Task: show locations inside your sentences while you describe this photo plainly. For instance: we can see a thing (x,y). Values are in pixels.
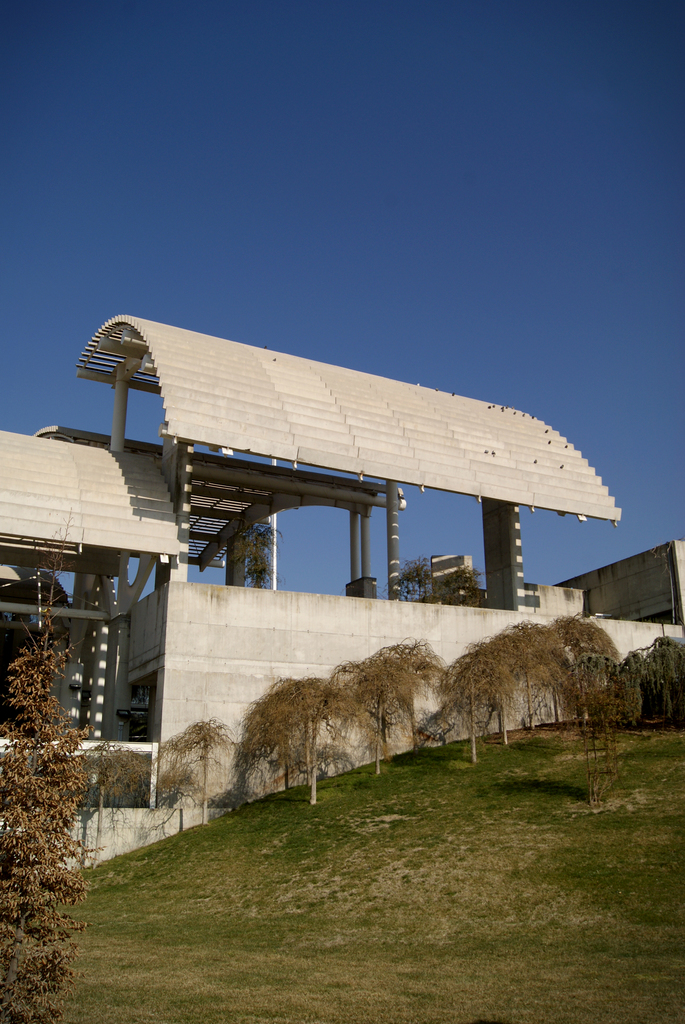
At the center of the image (357,520) there is a building (47,536), in front of the building (259,671) there are trees (316,704) and grass (369,962) on the surface (391,943) and there are a few plant pots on the wall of a building (63,479). In the background (417,248) there is the sky (476,273).
